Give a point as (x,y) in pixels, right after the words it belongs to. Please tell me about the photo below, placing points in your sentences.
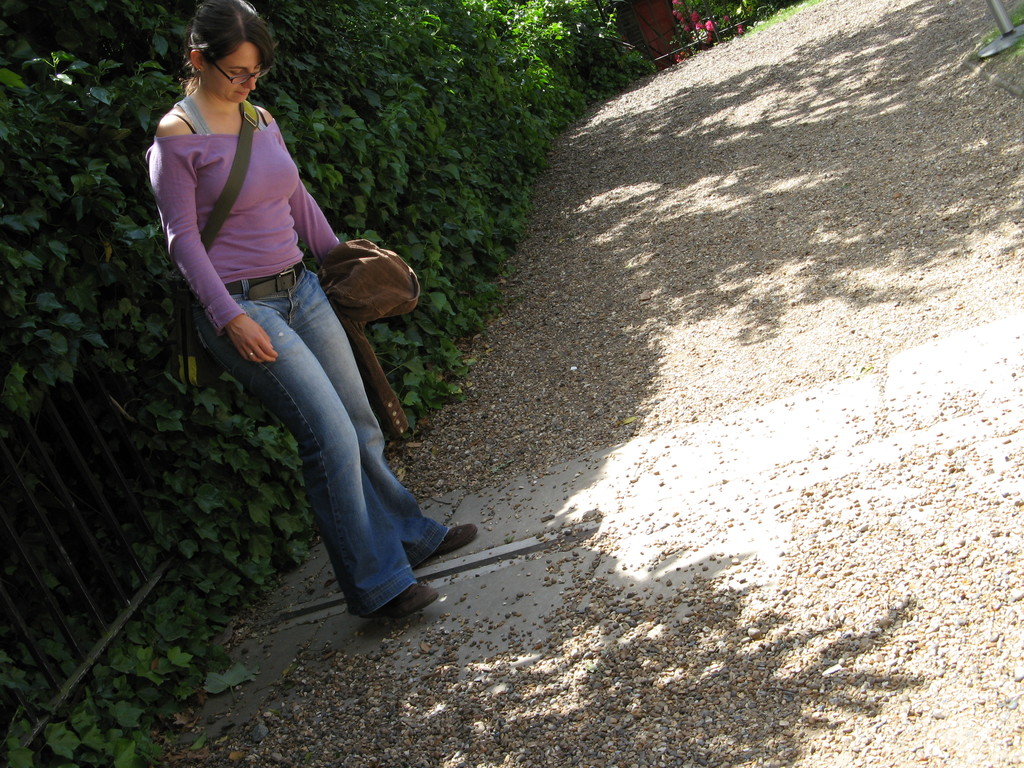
In the image there is a woman (280,219) with purple t-shirt (186,201) and blue jeans (375,552) standing in shade (514,406) in front of plants (107,298), the floor (430,456) is covered with gravel (437,468).
